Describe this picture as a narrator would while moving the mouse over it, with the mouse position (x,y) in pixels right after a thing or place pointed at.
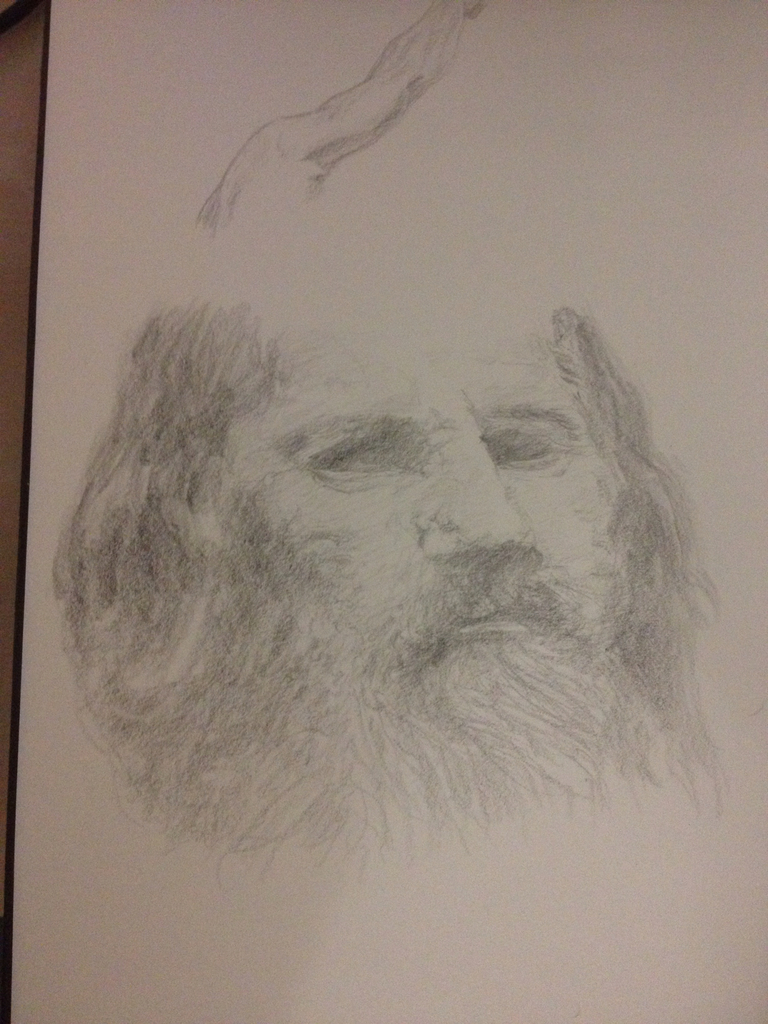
In this image I can see white colour thing (242,218) and on it I can see sketch (332,626) of a person's face (402,451).
